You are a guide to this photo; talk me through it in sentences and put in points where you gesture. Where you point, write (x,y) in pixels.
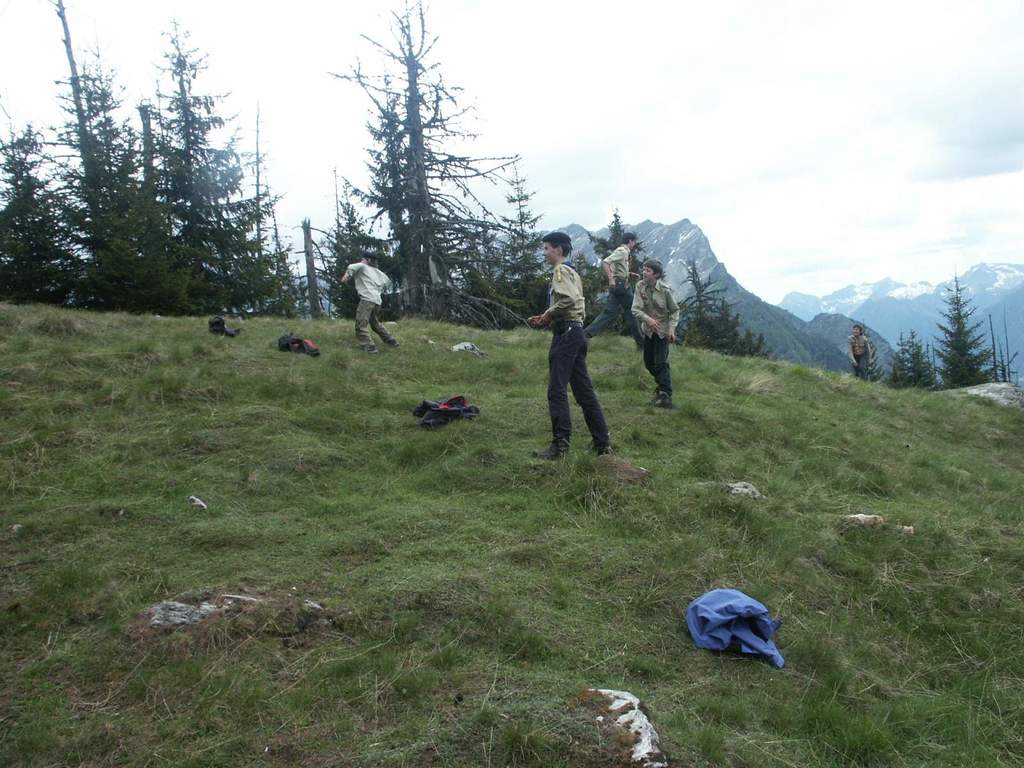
In this image I can see an open grass ground (502,455) and on it I can see few children (598,322) and few clothes (766,629). In the background (249,294) I can see number of trees (57,255), mountains (797,344), clouds (805,105) and the sky (904,146). In the front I can see these children (640,287) are wearing same colour of dress (859,337).
